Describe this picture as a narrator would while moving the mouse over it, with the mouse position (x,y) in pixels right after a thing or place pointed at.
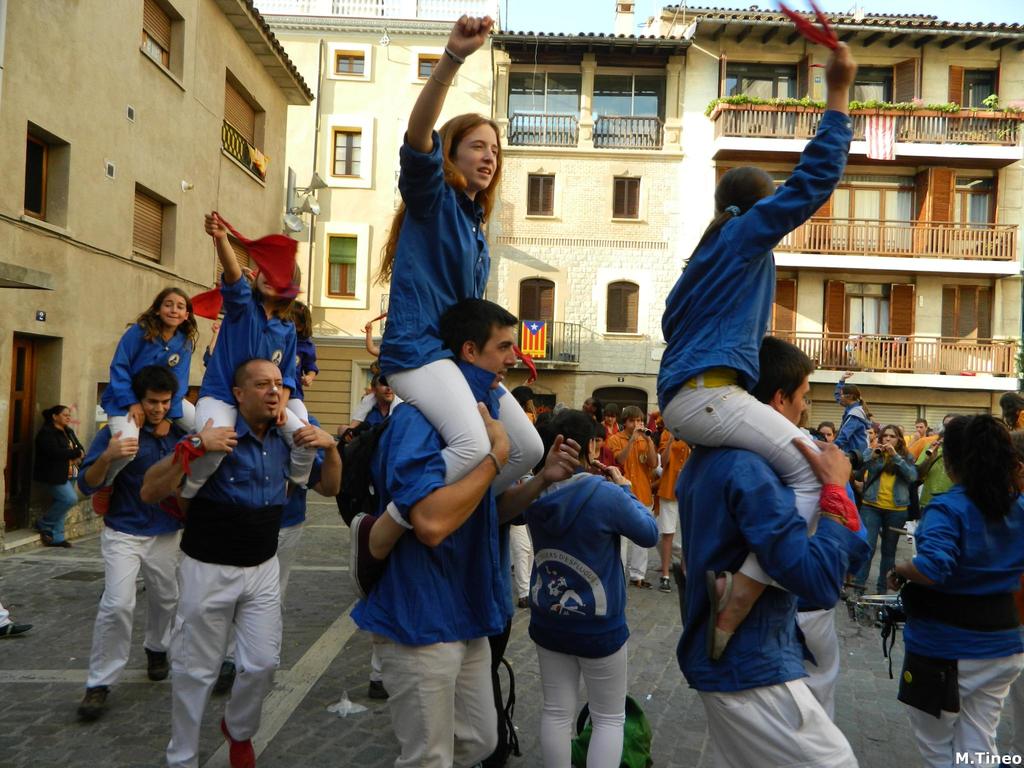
In this image we can see many buildings (640,182), there are windows (575,126), there is a curtain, there is a balcony (903,222), there is a door (538,295), there are group of people (802,204) standing on the ground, there is sky (541,22) at the top (540,5).
